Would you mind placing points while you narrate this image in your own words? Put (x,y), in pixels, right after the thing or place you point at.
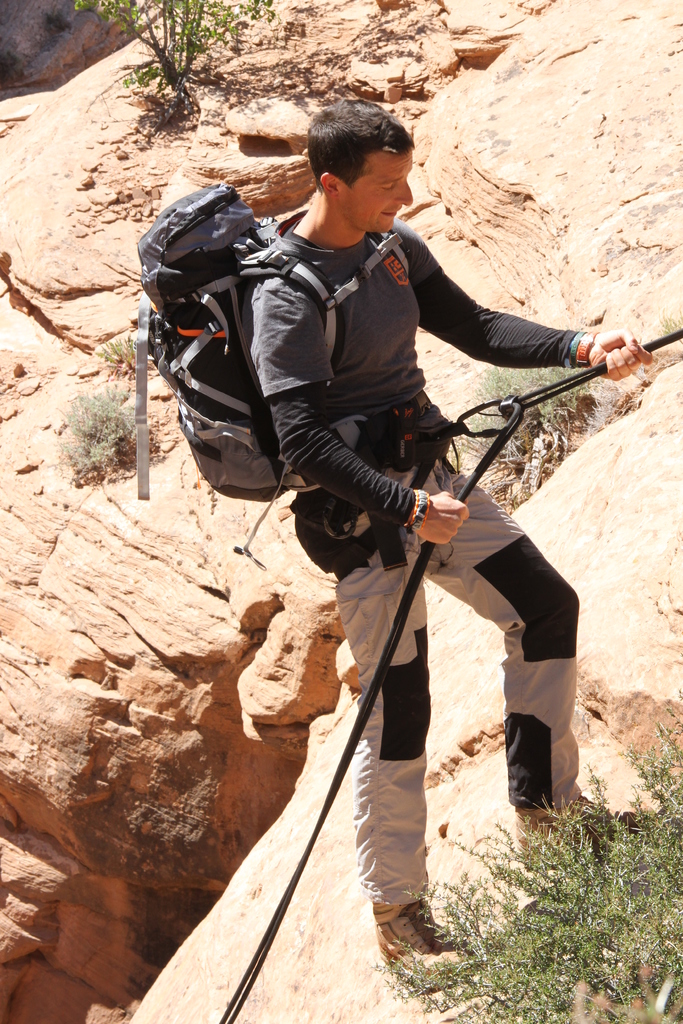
This image consists of a man (282,386) climbing the mountain (451,632). He is wearing a backpack (254,400). At the bottom (566,928), we can see a small plant (572,865). In the background (101,44), there are mountains (98,94) and rocks (107,268).
